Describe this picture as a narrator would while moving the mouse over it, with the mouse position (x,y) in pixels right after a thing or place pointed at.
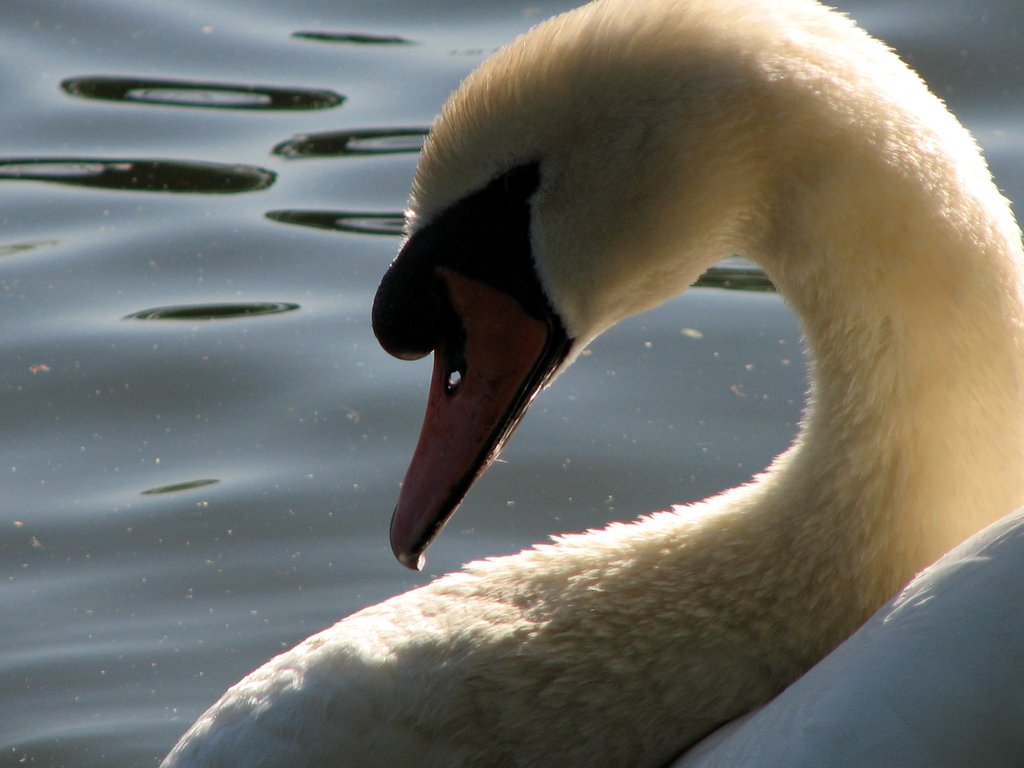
In this picture we can see a swan (684,133). Behind the swan (678,735), there is water (253,378).
